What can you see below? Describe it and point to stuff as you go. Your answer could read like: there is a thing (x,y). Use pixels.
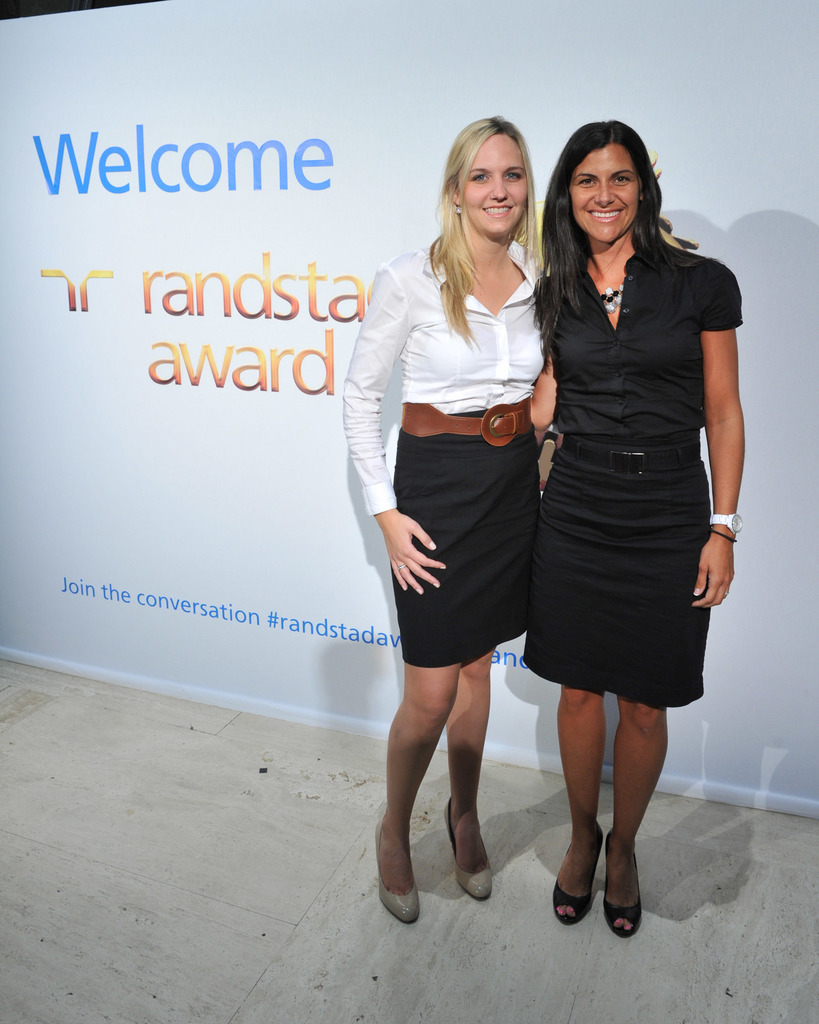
In this picture I can see two persons (359,448) standing and smiling, and in the background (169,379) it is looking like a board (183,504).
